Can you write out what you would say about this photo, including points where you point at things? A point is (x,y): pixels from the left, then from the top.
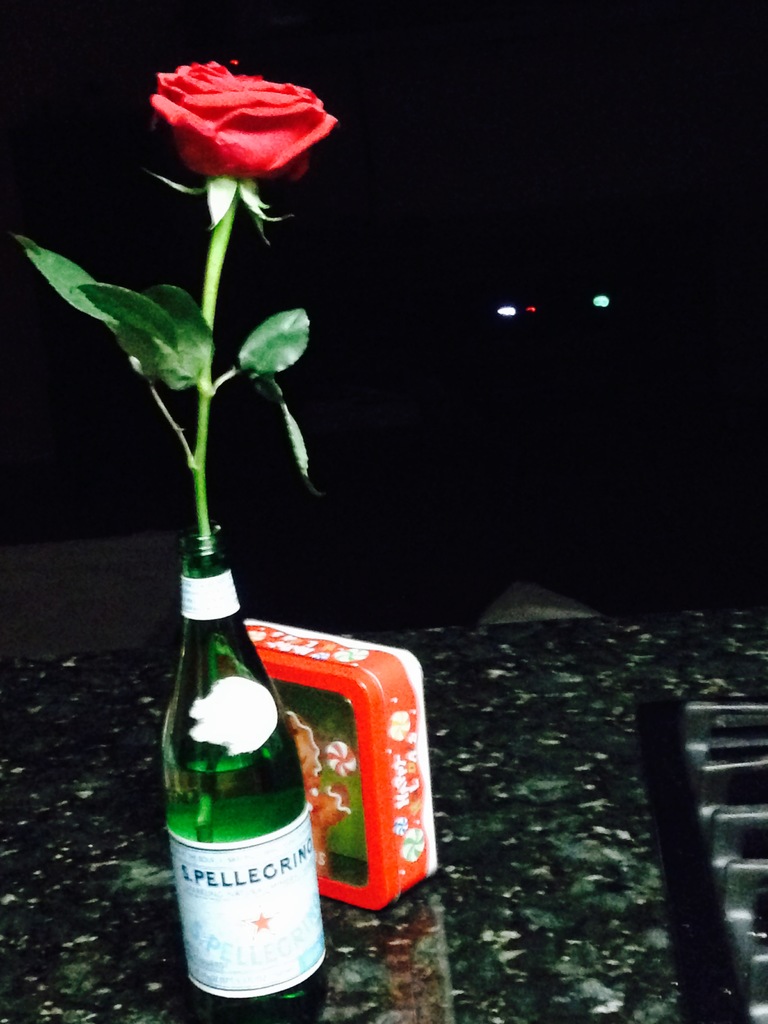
There is a bottle (238,832) and box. There is a rose flower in the bottle (224,594).
